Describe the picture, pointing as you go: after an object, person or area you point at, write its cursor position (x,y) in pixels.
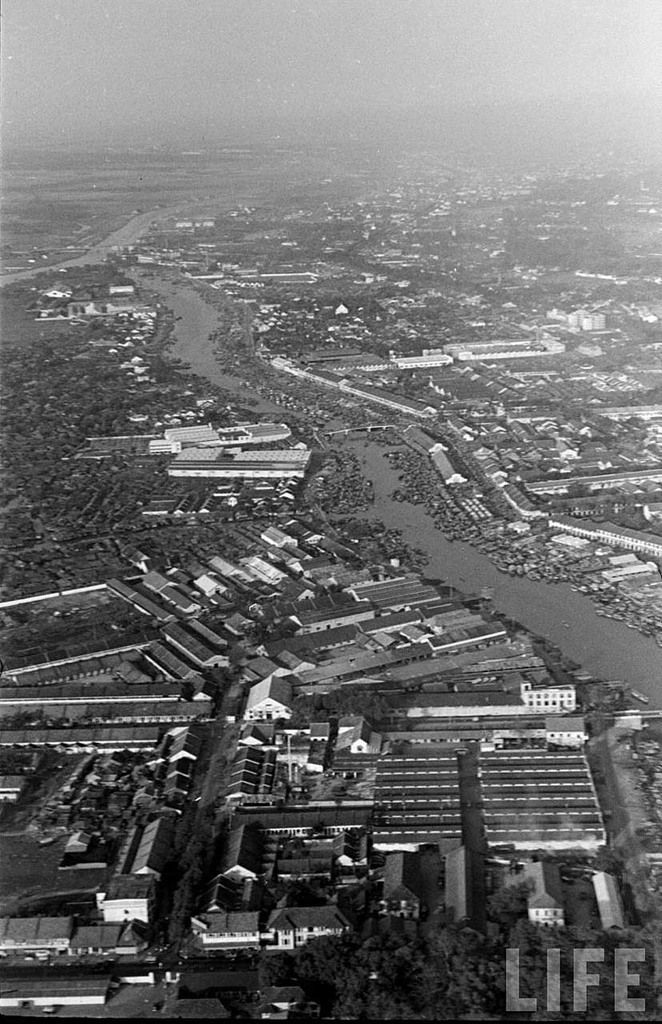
This is a black and white picture. Here we can see buildings (534,913).
